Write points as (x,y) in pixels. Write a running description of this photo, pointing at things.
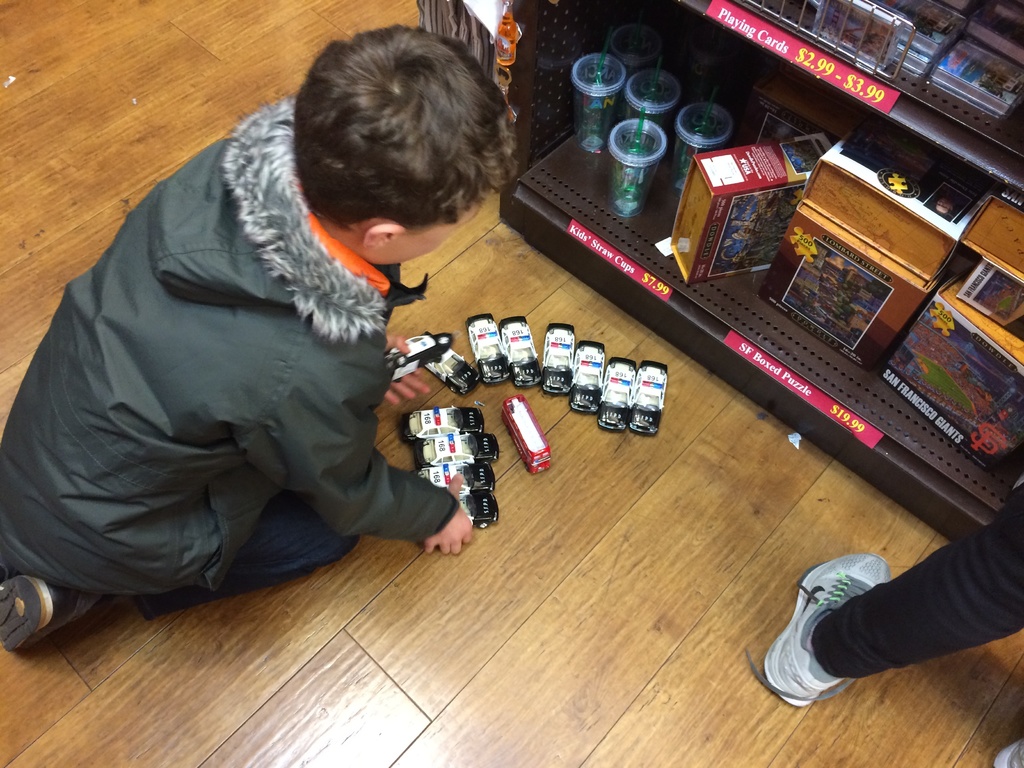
In this image we can see a child (328,352) holding toys (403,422). On the floor (600,442) there are toys (466,428). On the right side (926,611) we can see leg (954,629) of a person (894,627). And there is a cupboard (676,307) with boxes (744,223), glasses (625,50), price tags (762,31) and some other items (843,39).
